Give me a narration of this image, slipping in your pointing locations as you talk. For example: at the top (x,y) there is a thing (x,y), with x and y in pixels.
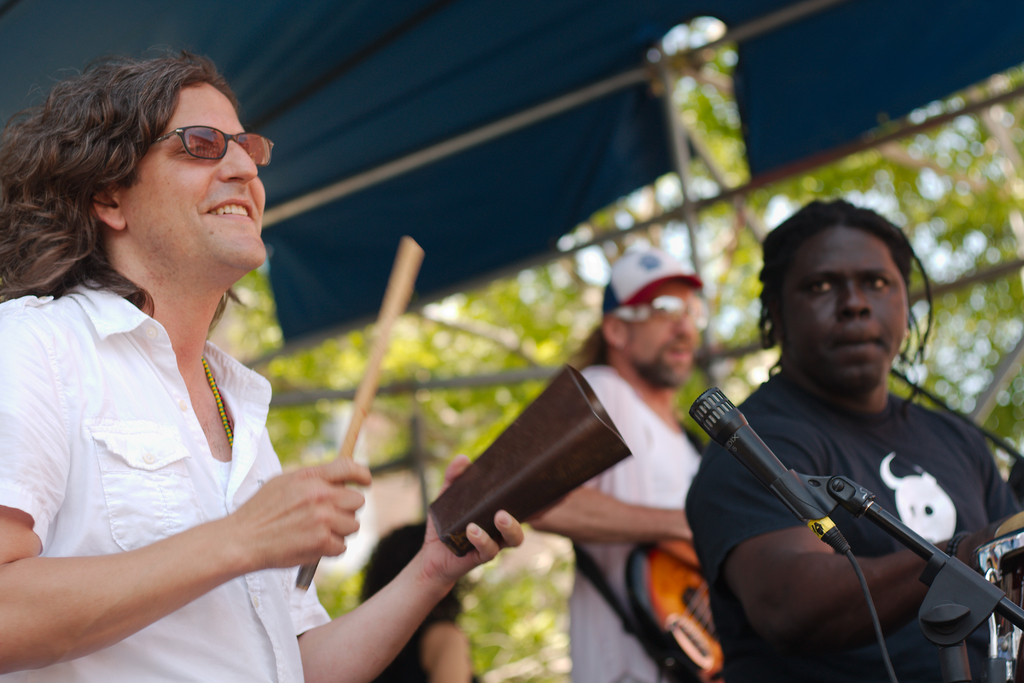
The man (141,432) on the left side (138,577) wearing white T-shirt (148,460) is holding a stick (373,341) in one of his hands (342,497) and in the other hand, he is holding a brown color thing (534,460). He is smiling. The man (759,509) in black T-shirt (709,504) is standing. In front of him, we see a microphone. Behind him, we see a man (652,429) in white T-shirt (637,438) is playing the guitar (678,609). In the background (508,337), we see trees (928,173). At the top of the picture (579,167), it is blue in color. It might be the shed (447,155) or a tent (604,155).
